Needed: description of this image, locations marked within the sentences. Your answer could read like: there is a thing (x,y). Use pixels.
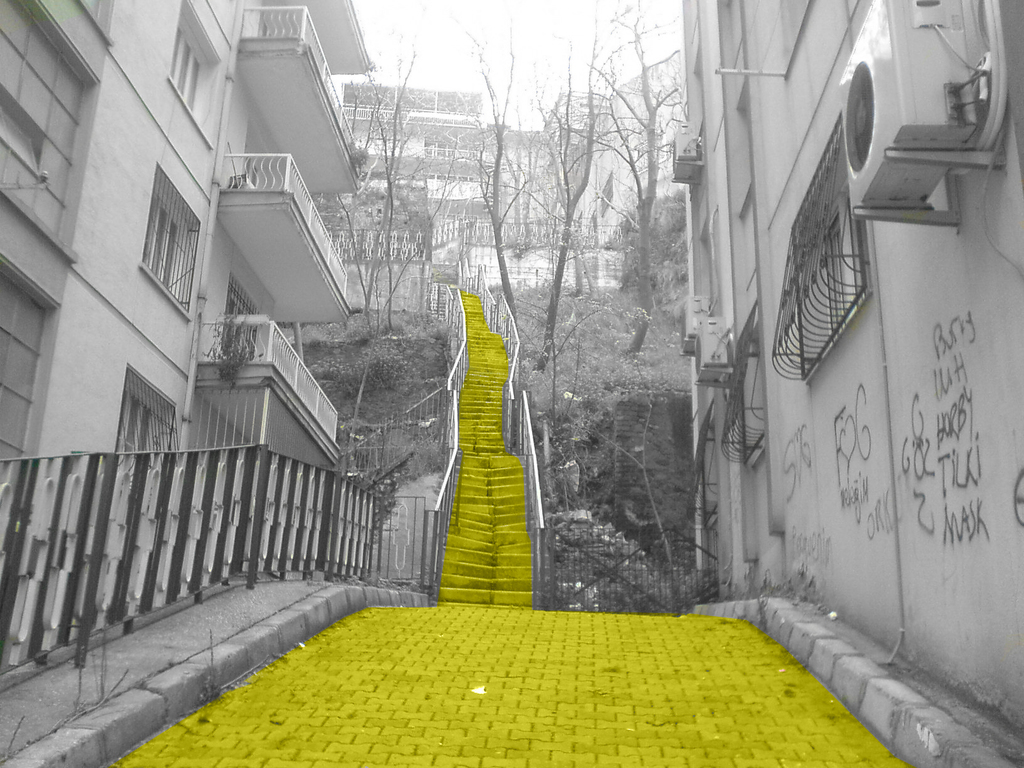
In this picture we can see buildings (91,272) on the left side (247,285) and right side (841,371), in the background (574,178) there are trees (638,184), we can see stairs (473,472) in the middle (472,498), on the left side (327,542) there is railing (347,540), we can see the sky (430,47) at the top of the picture (437,36).
